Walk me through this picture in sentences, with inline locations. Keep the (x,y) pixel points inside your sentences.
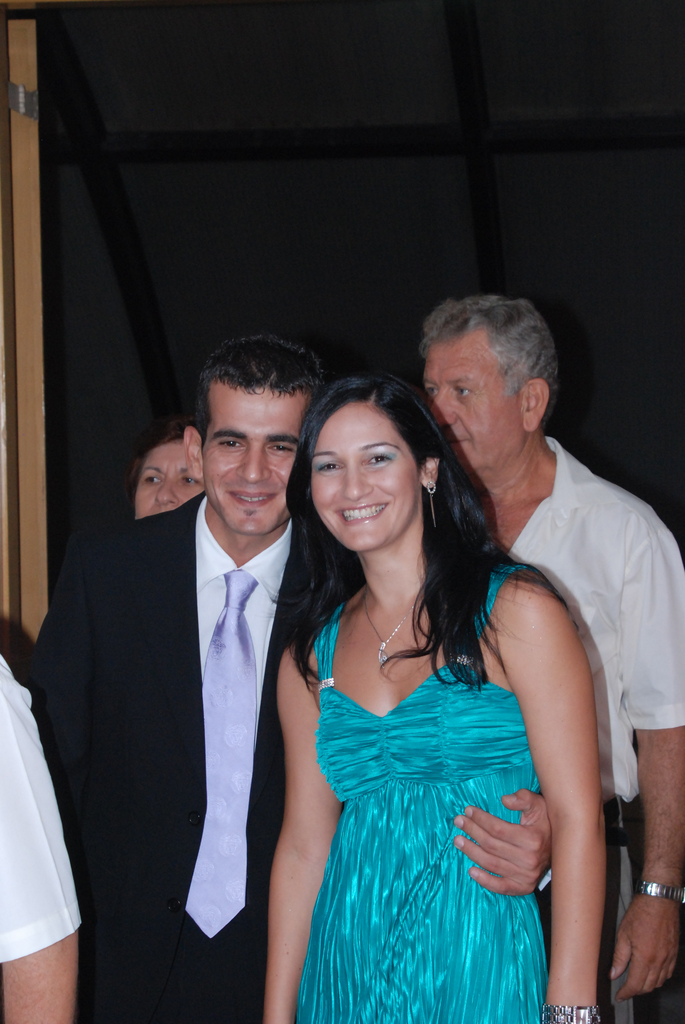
In the picture we can see man (143,648) wearing black color suit (136,660), women (313,635) wearing blue color dress (413,794) standing together and hugging each other and in the background (80,461) we can see another man (602,517) and woman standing and we can see black color screen (289,206).
